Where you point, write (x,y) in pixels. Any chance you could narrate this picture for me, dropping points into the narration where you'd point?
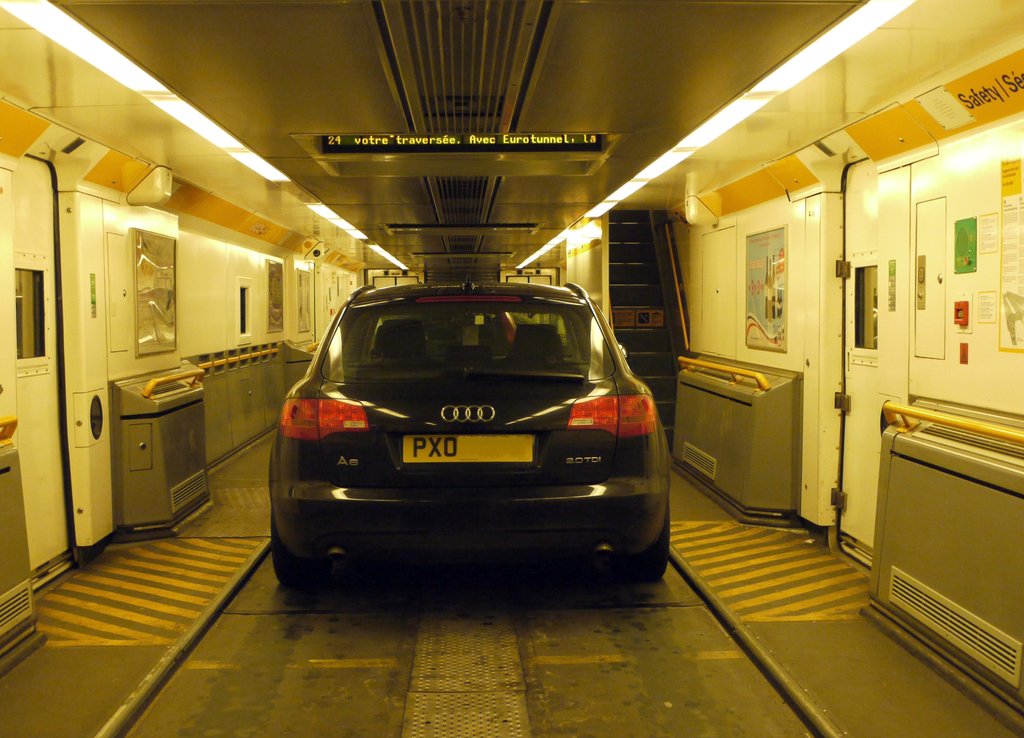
In the center of the image (543,417) we can see a car (432,531). At the bottom (332,677) there is a road (376,673) and we can see doors (47,251). At the top (55,30) there are lights (579,230) and we can see stairs (640,312).
